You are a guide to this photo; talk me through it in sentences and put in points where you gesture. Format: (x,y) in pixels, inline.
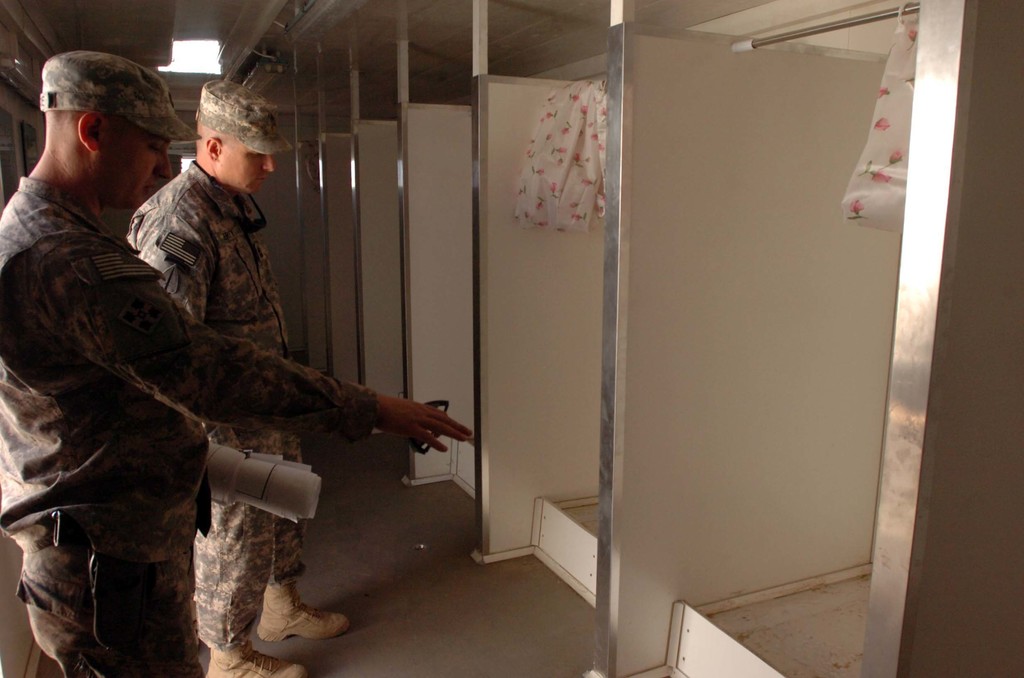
In this image there are two persons (213,441) truncated towards the bottom of the image (259,533), the person (275,611) is holding an object (268,484), there is an object (951,351) truncated towards the right of the image (1017,291), there are curtains (565,153), there are wooden partitions (767,170), there is the roof (284,33) truncated towards the top of the image (361,26), there is wall (10,623) truncated towards the left of the image (14,578), there is a light (198,66).
